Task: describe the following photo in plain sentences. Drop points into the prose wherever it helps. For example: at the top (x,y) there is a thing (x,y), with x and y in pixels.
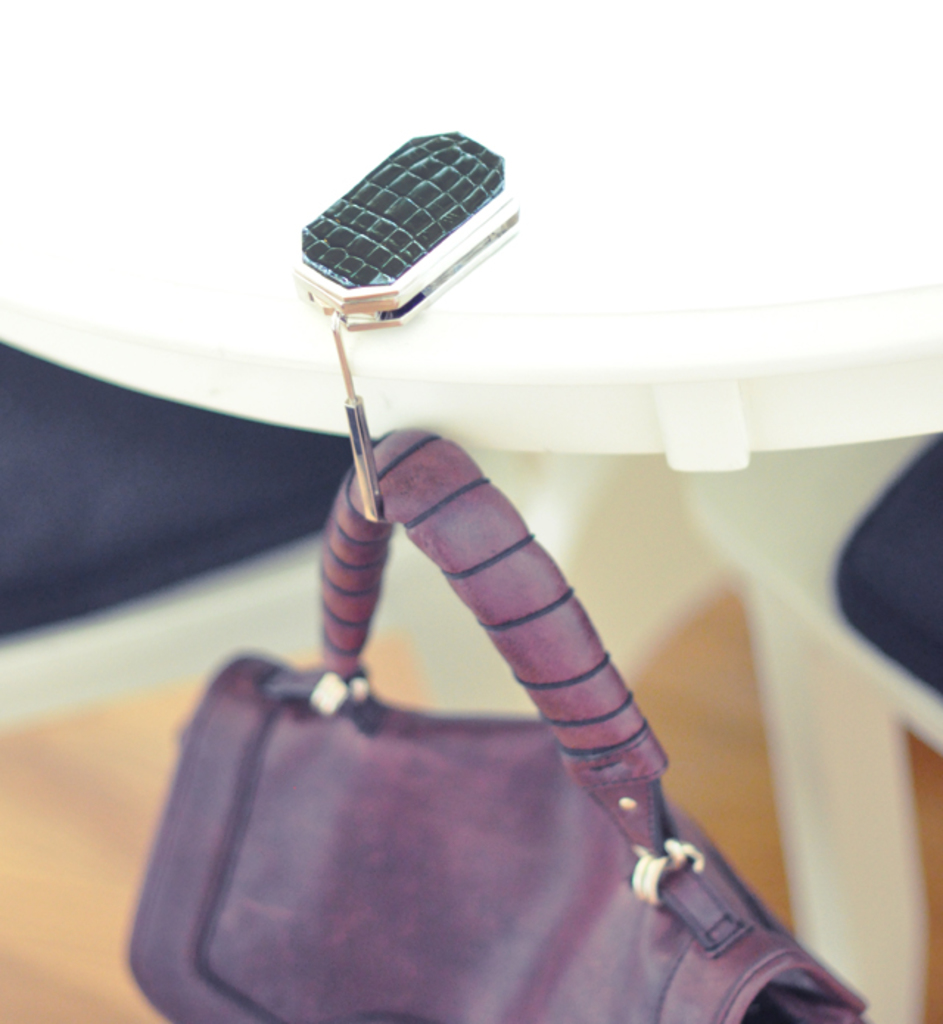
In this picture there is a purple color bag (597,900) hanging by a hook (403,288). In the left (292,515) there is a chair (161,558) and in the right (827,521) there is another chair (895,549).
